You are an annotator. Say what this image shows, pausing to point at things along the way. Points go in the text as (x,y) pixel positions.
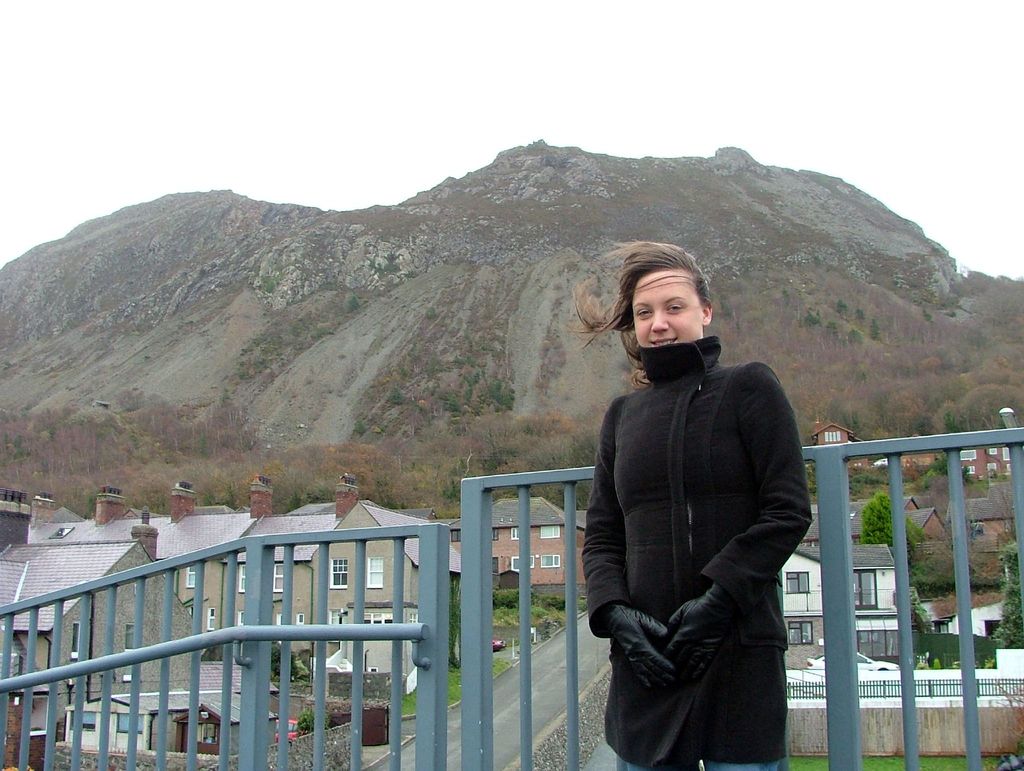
In the foreground of the image (779,529) we can see a woman (696,504) wearing a coat (701,563) is standing on the ground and a railing (271,641). In the background (1000,598), we can see a group of buildings (369,610) with windows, a group of trees (872,434), vehicle (293,729) parked on the ground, mountains (819,312) and the sky (801,5).
